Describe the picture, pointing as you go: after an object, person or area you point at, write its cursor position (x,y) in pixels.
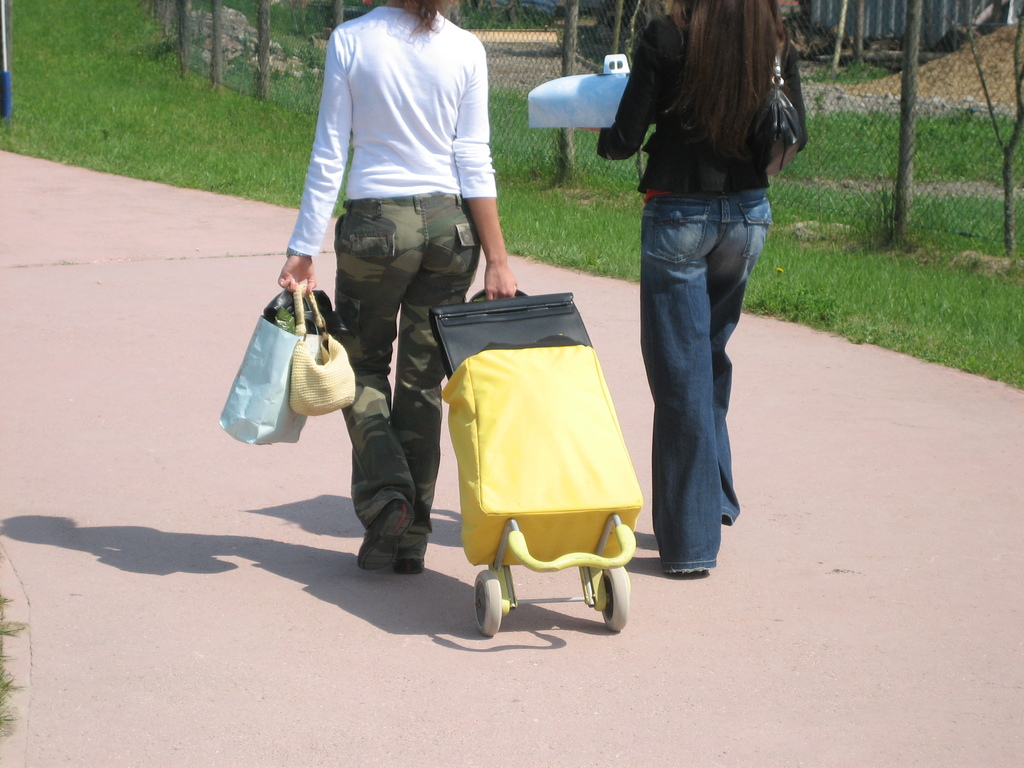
In this image two women (717,34) are walking on the path (64,217). Woman (700,167) at the right side of image (703,128) is wearing blue jeans (696,242) and black top (666,119). Woman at the left side (327,74) is wearing a white shirt (379,151) and holding bags (473,448). Beside the path (87,181) there is a grassy land (159,43) having a fence (925,27) at the top of the image (280,12).
